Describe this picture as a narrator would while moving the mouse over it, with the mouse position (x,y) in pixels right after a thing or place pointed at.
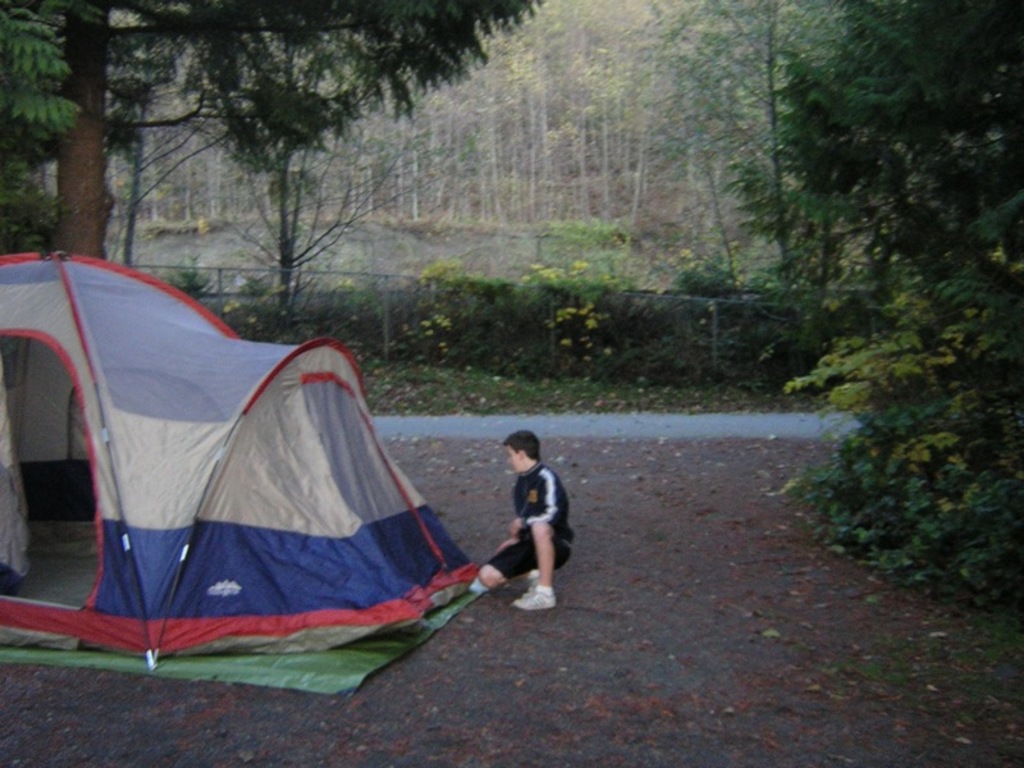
On the left side (122,545), there is a tent (109,517) on the ground (420,665). Beside this tent (417,606), there is a person (530,563) in black color dress (537,482). On the right side (980,499), there is a tree (929,110). In the background (841,400), there is a road (801,420), there are trees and plants (432,308) which are having flowers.
